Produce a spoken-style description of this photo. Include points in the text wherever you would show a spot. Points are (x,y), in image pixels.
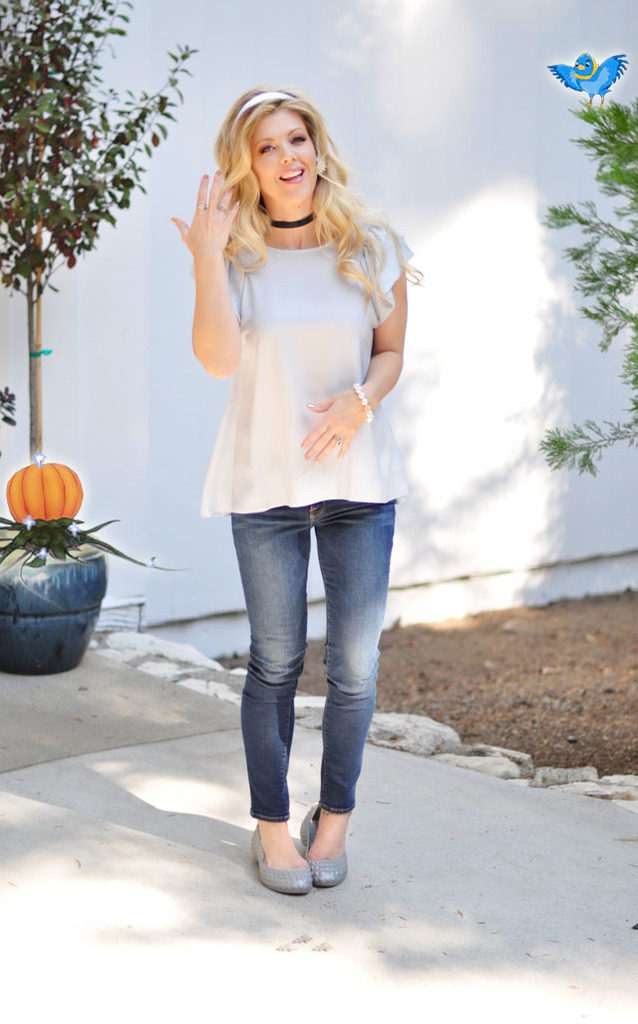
In the center of the image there is a lady (268,94). In the background of the image (448,171) there is a wall (420,93). There are plants (43,66).
